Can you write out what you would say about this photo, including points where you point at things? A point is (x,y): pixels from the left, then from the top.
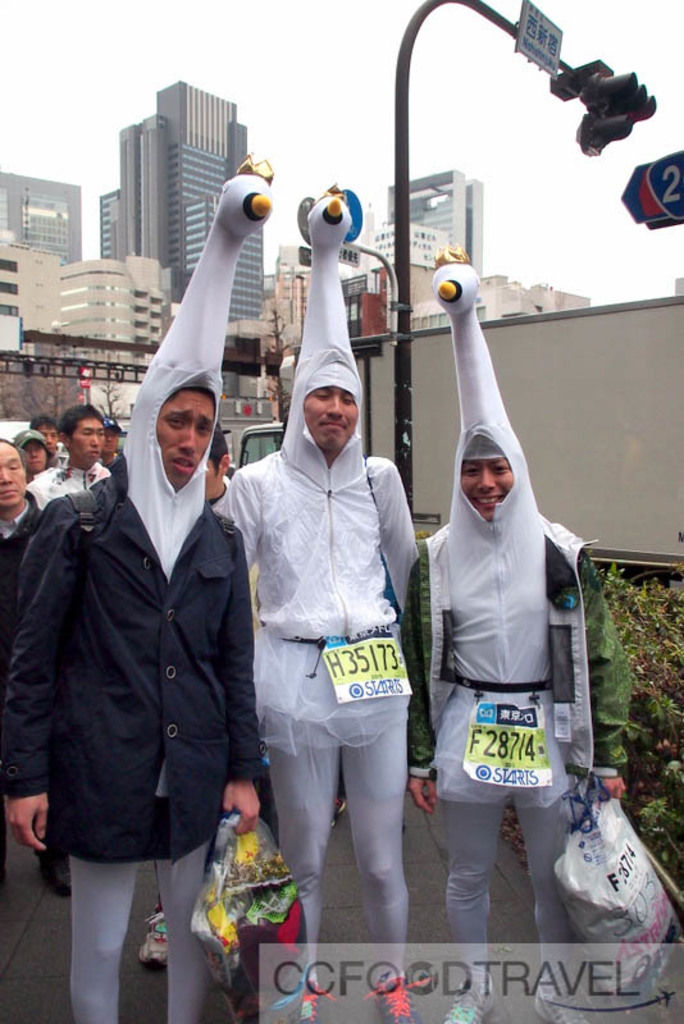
In the Image I can see three people (364,826) wearing some bird like thing (321,367) on the head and behind there are some other people (24,544), plants (645,800), buildings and some other things (677,518).
